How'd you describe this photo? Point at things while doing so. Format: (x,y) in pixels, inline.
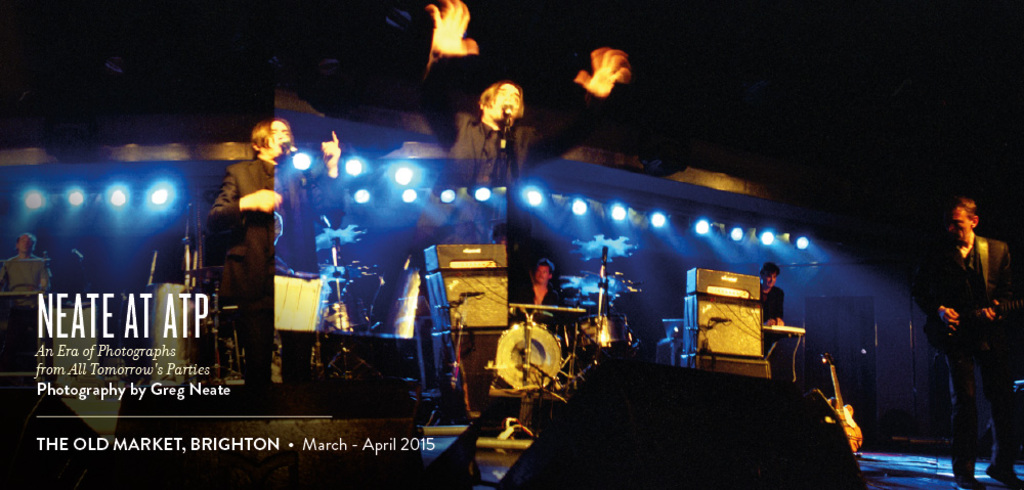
In this image we can see a few people (506,241), among them some are playing the musical instruments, and some are standing in front of the mics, there are some lights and other objects (718,358) on the stage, also we can see some text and the background (371,268) is dark.
